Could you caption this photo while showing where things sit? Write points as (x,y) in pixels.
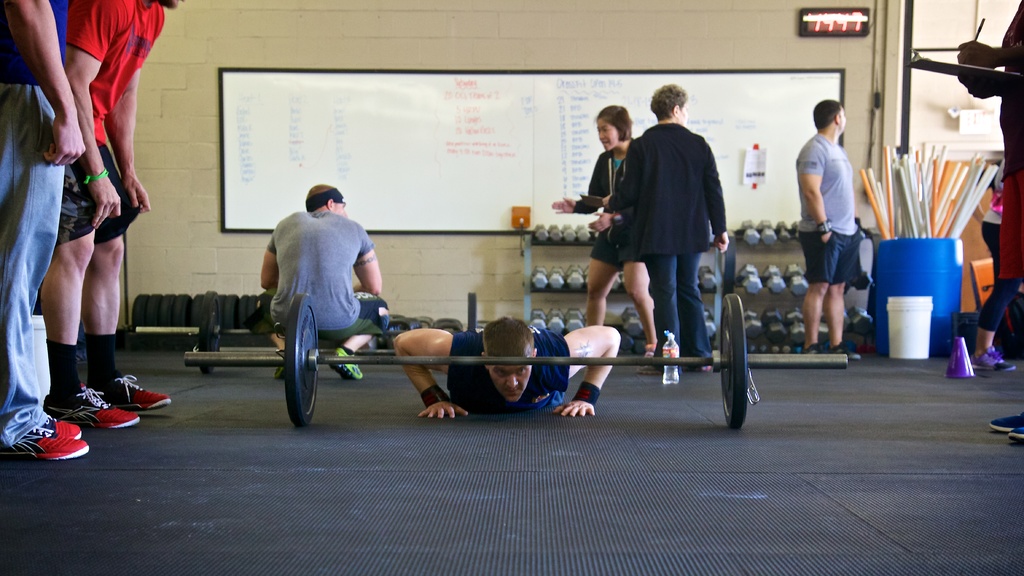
This is an inside view. In the middle of the image (574,361) there is barbell set (297,351) which is placed on the floor (681,456). Behind this, there is a man (509,342) laying on the floor (500,421). On the left side (70,222) there are two persons (29,227) standing. In the background (627,266), I can see some more people (681,266) and there are many dumbbells (750,285) placed in a rack (576,294). On the right side (896,242) there is a drum (910,281), bucket (919,298) and some other objects (978,328) are placed on the floor (905,375). In the drum (933,281) there are few sticks (929,202). In the background (305,124) there is a board (346,98) attached to the wall (368,39). On the board (396,126) I can see some text (339,160).
